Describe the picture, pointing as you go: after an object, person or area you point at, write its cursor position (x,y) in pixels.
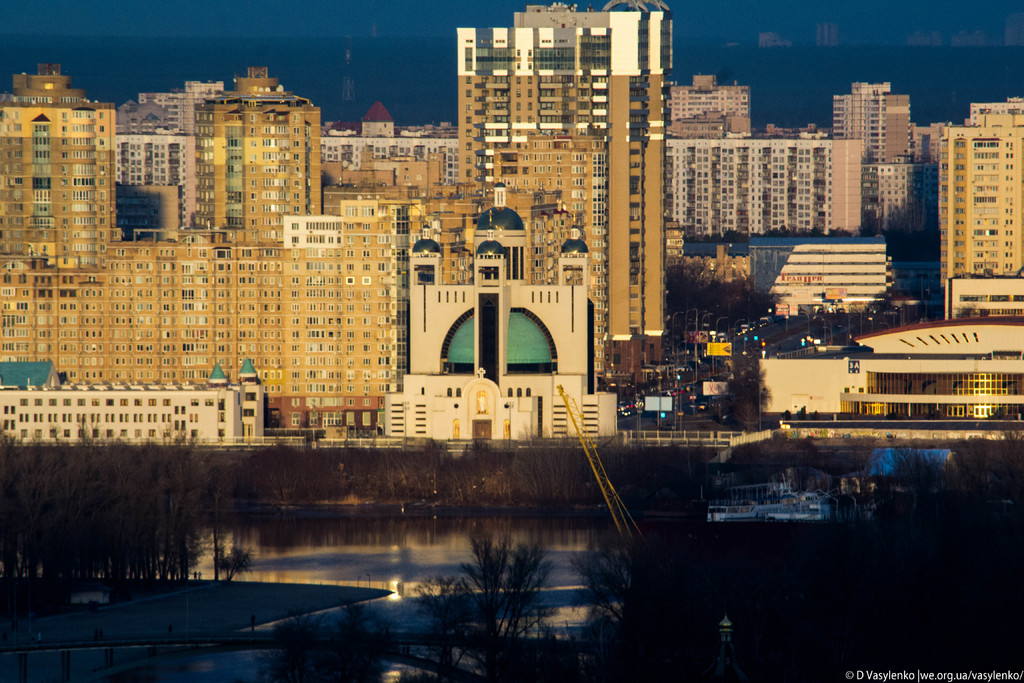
In this image in the front (96,477) there are trees (149,486) and in the center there is water (381,516). In the background (481,277) there are buildings (476,286), vehicles (694,406) and poles (679,416) and trees (705,298).
